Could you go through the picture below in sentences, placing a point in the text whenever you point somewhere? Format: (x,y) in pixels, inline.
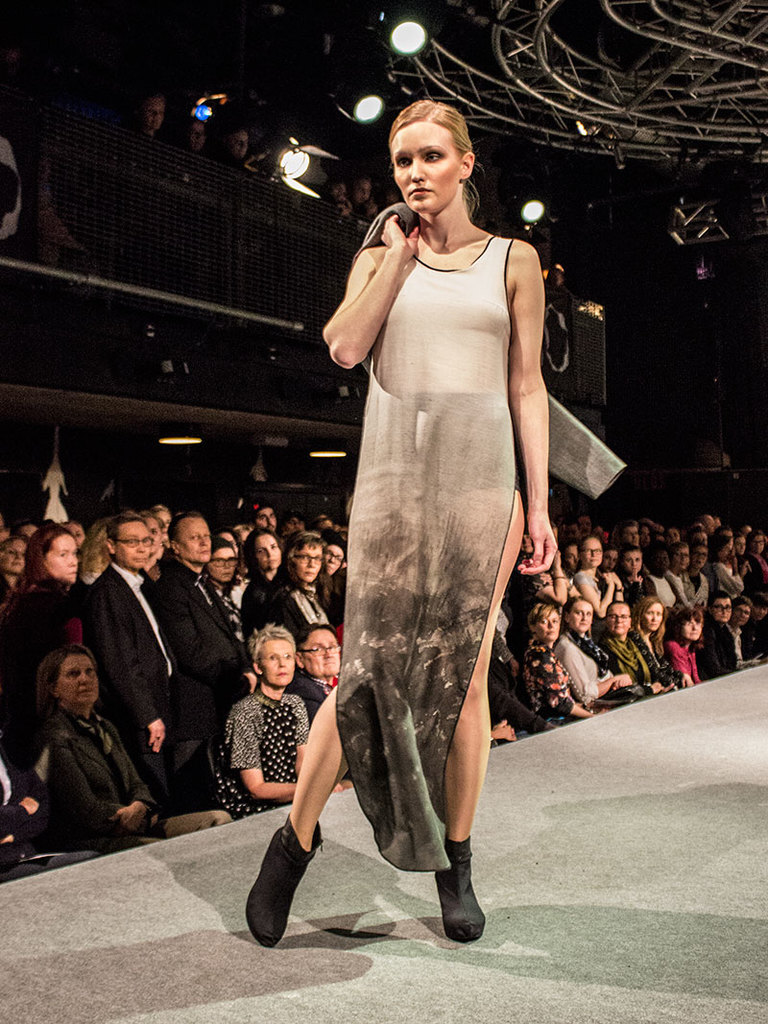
In the center of the image (446,547) we can see a lady (402,547) is standing and holding a jacket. In the background of the image (7,805) we can see a group of people (51,604), wall (312,502). At the top of the image (160,69) we can see the roof (310,131), lights (288,182) and rods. At the bottom of the image (402,984) we can see the floor (366,953).
